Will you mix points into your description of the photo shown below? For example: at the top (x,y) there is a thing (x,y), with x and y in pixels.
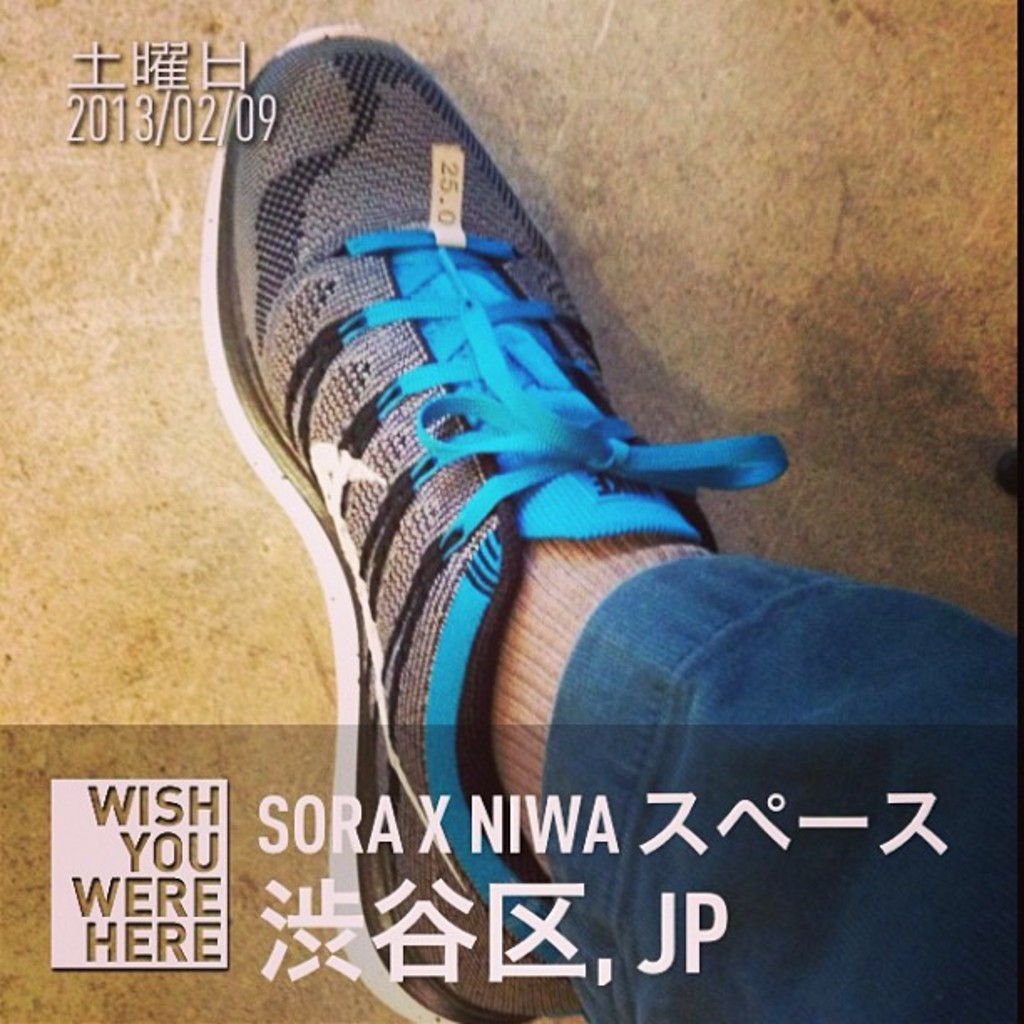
In this image there is a person shoe (398,341), and there are watermarks (126,937) on the image.
